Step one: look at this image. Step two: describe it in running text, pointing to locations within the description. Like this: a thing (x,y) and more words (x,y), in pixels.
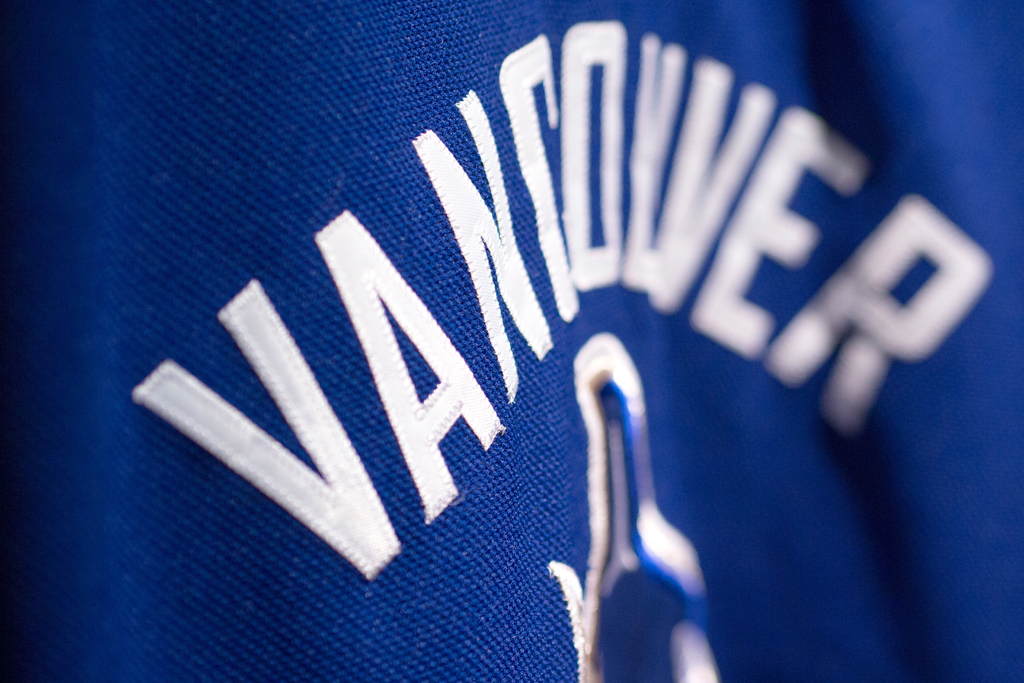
In this image, we can see a blue color t-shirt (995,214), there is something printed on the t-shirt (748,367).
